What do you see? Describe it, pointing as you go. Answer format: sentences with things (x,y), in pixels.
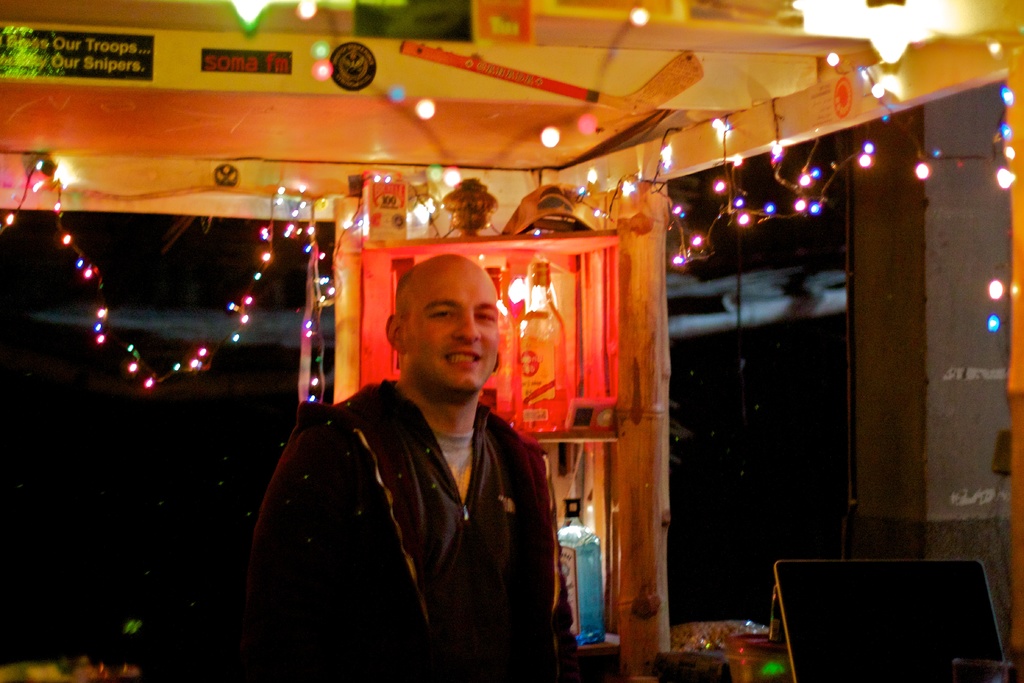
In this image we can see a person (441,547) standing, there are few bottle (585,548) and few objects (373,197) on the rack (568,363) behind the person (460,572), there is a laptop (912,626) and few object (718,659) in front of the person (466,590) and there are few lights (312,263) and posters (337,80) with text (126,45) to the wall (426,84).
